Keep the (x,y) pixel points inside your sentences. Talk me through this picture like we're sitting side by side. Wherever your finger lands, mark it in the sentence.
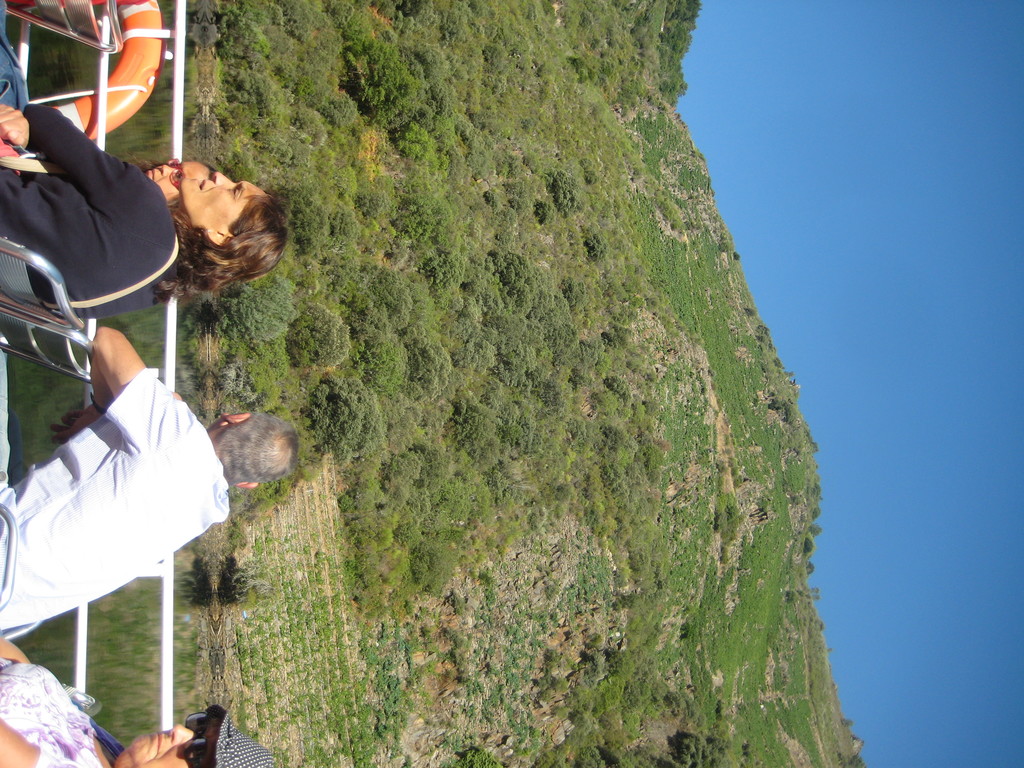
It is a tilted image there is a beautiful big mountain (559,418) and in front of the mountain (343,150) there is a river (124,131) and there is a boat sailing on the river (60,656) and the tourists (93,444) are enjoying the view from the boat (87,618).
